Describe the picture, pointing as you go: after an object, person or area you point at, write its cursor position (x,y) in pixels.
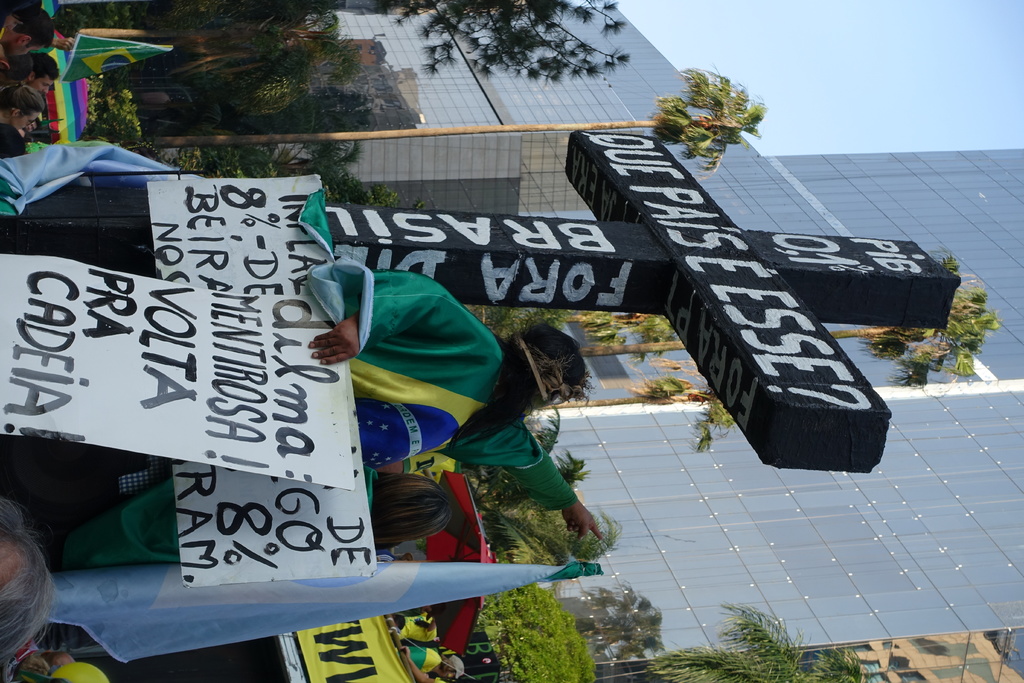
In this image we can see few people (351,359) holding flags (343,621), boards (248,324) with text (221,324) and banners (340,649) and there is a cross (697,299) with text (781,313), there are few trees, building (884,547) and the sky (972,30) in the background (886,65).
